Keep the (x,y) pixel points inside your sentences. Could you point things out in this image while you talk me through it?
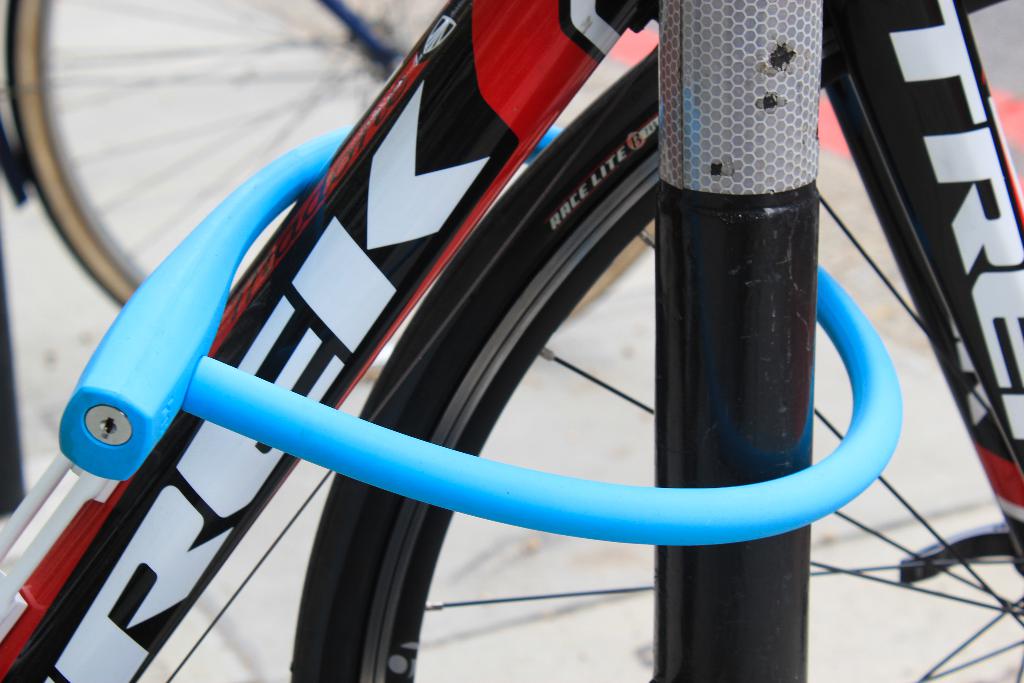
In this image I can the bicycles (451,286) with some text (234,436) written on it. At the bottom (554,650) I can see the road (531,642).
